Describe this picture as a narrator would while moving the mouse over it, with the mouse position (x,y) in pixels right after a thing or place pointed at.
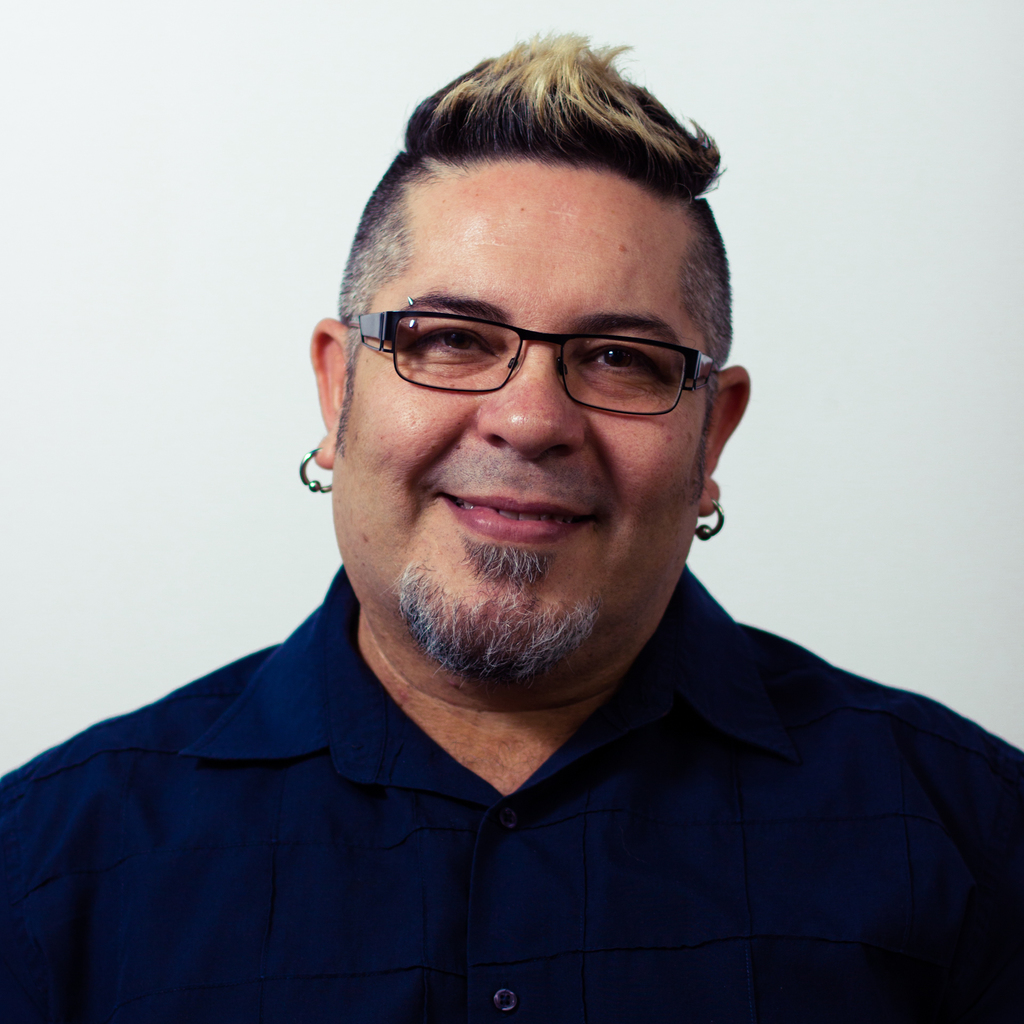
In this image I see a man (495,625) who is wearing dark blue shirt (368,836) and I see that he is smiling and I see that he is wearing spectacle (635,347) and I see that it is white in the background (217,207).
